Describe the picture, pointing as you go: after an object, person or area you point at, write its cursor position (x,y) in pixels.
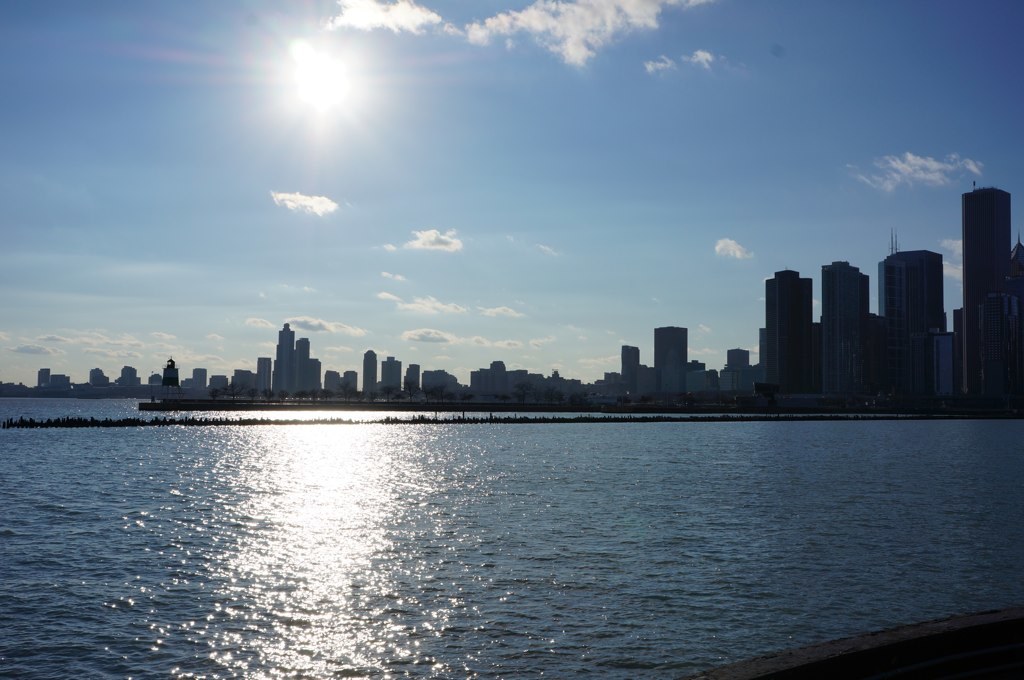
A picture of a city (881,321). The sky (690,151) is in blue color. The sun (308,88) is very bright. The clouds (401,23) are very white. Far away there are many buildings (838,355). Far away there are trees (521,398). This is a freshwater lake (331,475).
